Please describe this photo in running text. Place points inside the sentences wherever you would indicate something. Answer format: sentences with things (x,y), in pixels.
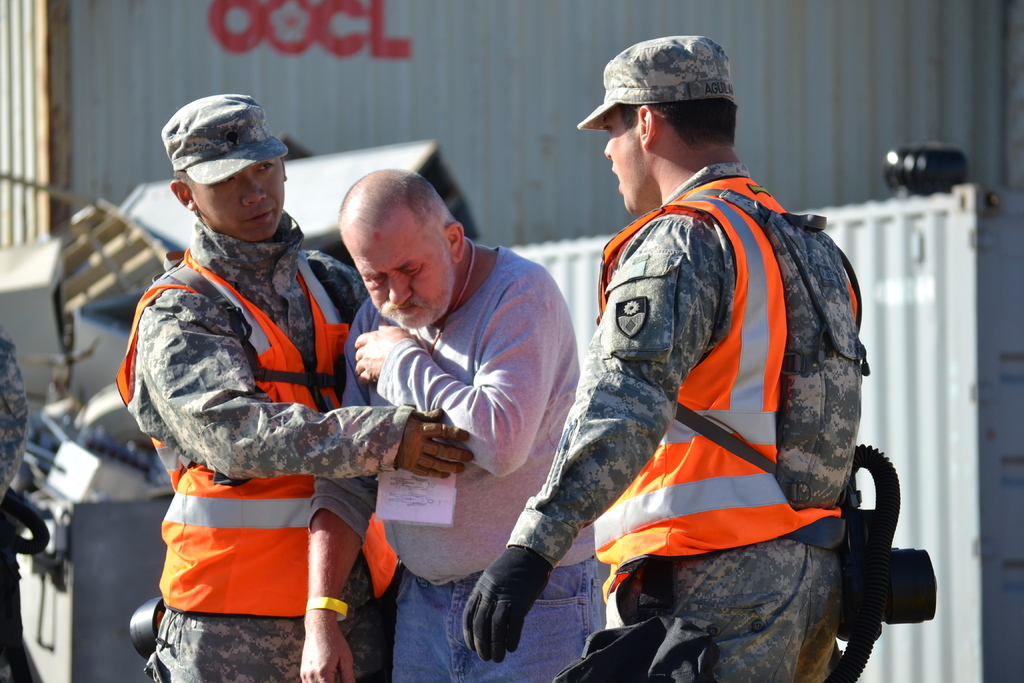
In the foreground of this image (666,436), there are three men (518,466) standing where two men (626,435) are wearing jackets (243,468). In the background (711,23), it seems like containers (886,194), few objects (96,594) and a person (15,449) on the left (2,584).
